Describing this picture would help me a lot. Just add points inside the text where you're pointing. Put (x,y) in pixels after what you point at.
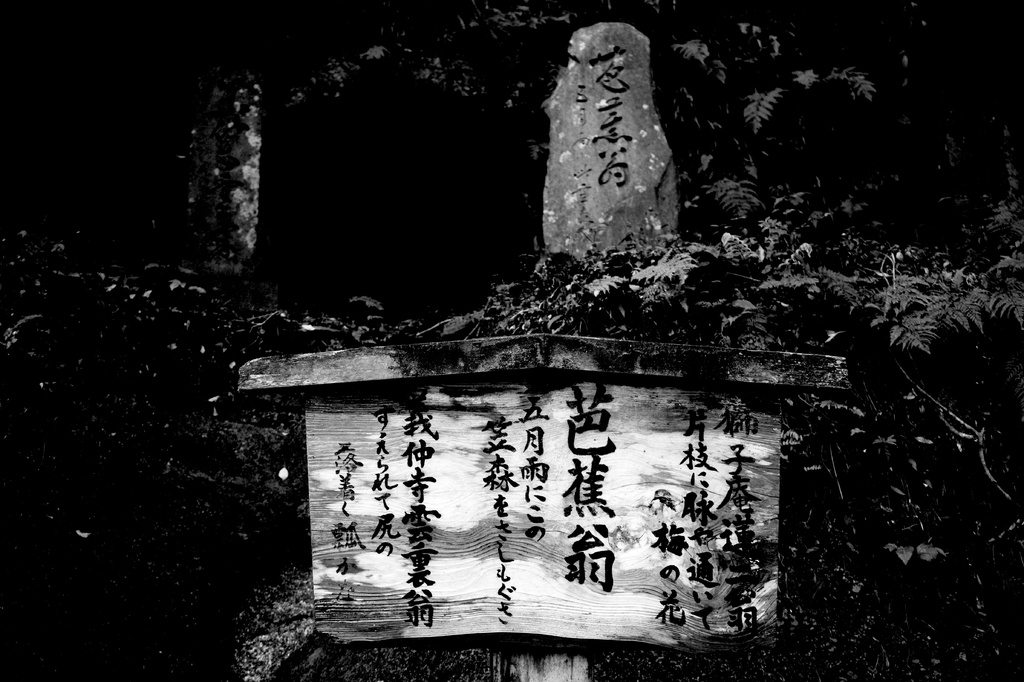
In the foreground (661,524) I can see a wooden sign (602,517) and trees (841,30). This image is taken during night.
